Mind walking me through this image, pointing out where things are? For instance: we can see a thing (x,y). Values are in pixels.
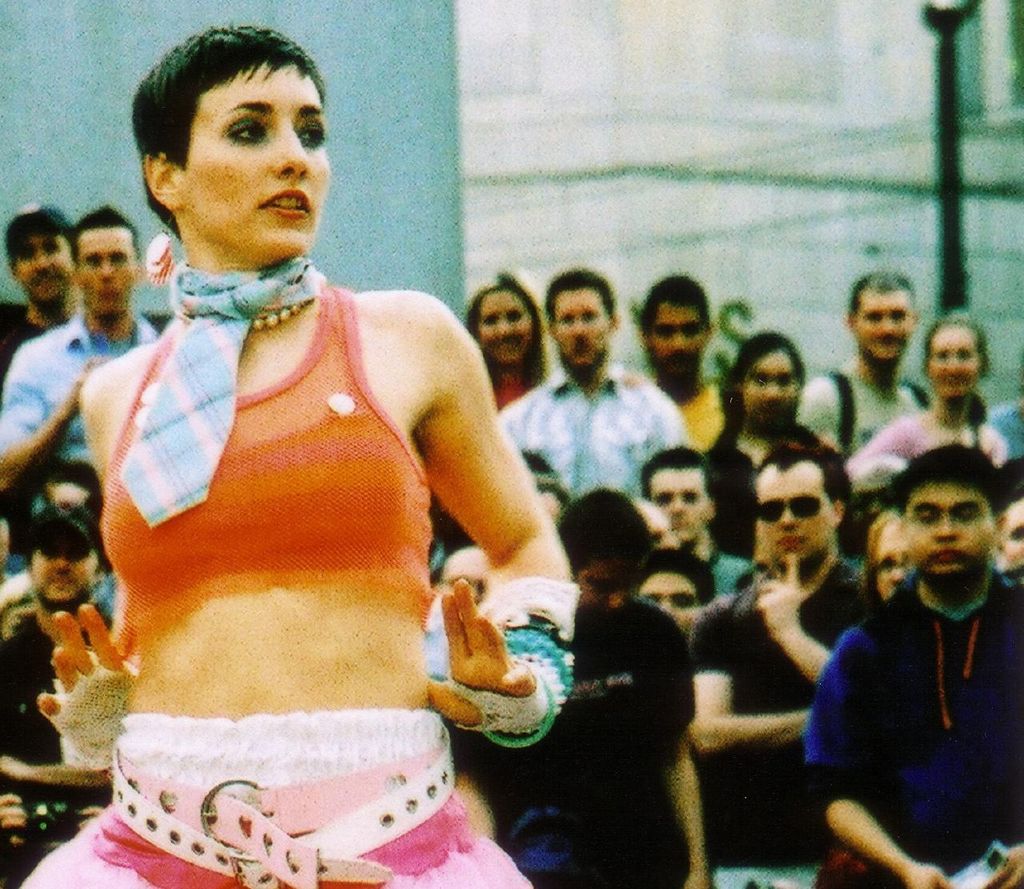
In the picture there is a woman (420,379) in the foreground (404,388) and behind the woman (366,427) there is crowd (719,550).
